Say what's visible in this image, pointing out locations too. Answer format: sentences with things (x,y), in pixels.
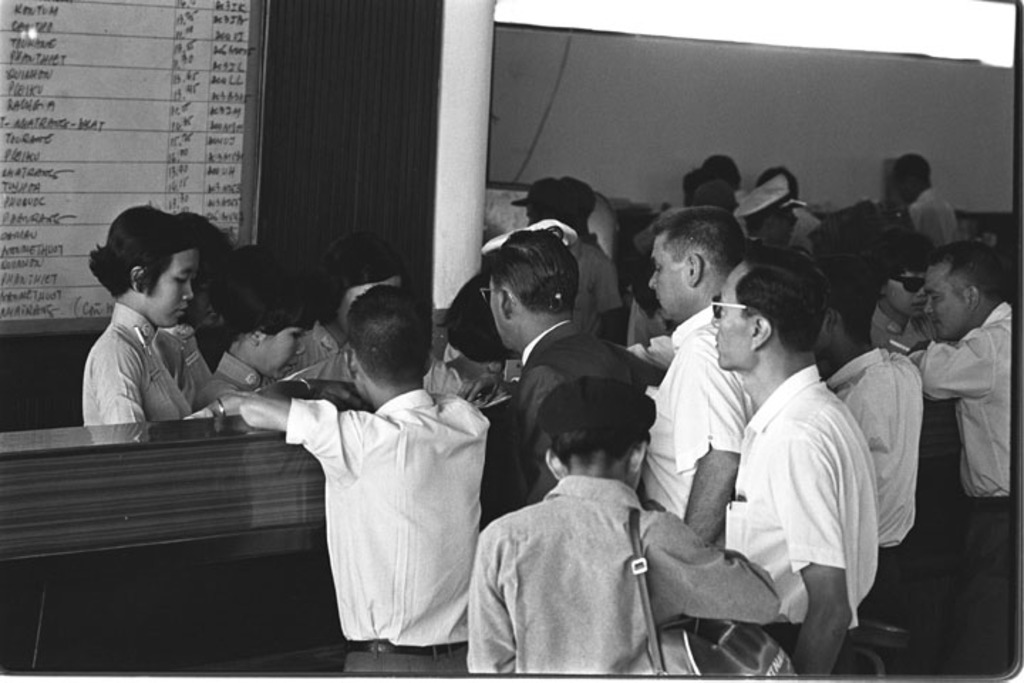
In this black and white picture there are people (696,393) in the foreground (505,342), it seems like a board (147,181) in the top left side (149,137). There is a desk (128,453) and a pillar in front of them.
